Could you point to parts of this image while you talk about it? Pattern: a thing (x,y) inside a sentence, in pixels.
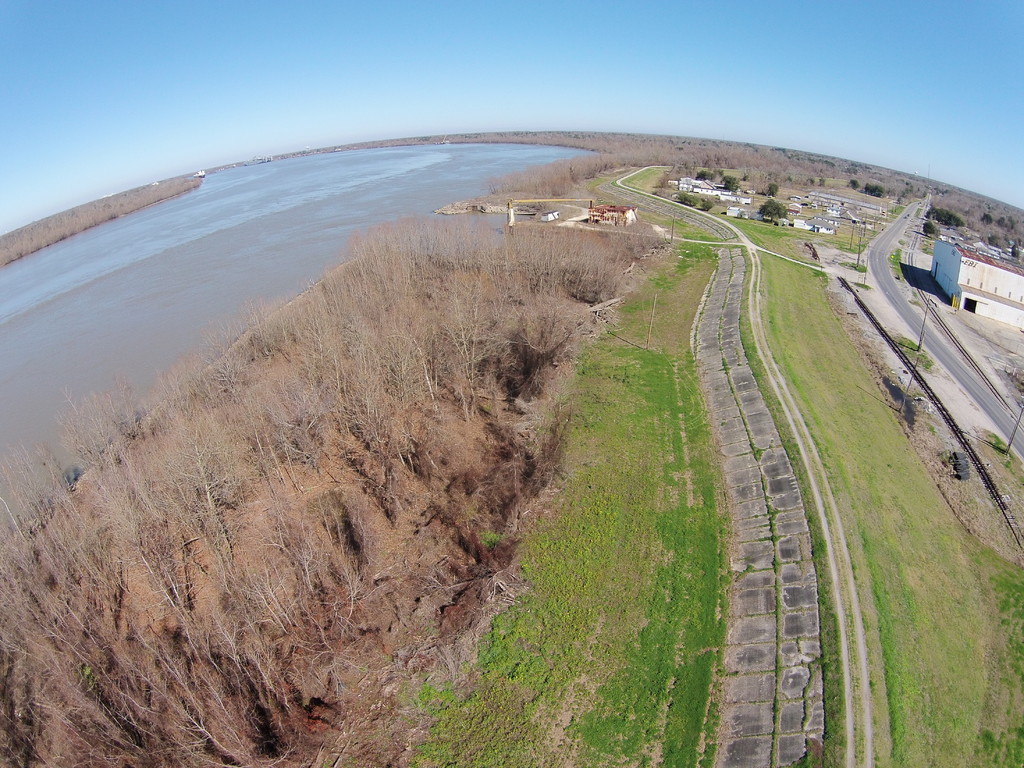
In this image I can see few houses (799,204), poles (930,306), dry trees (1013,237), water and the road (882,239). The sky (458,114) is in white and blue color.
